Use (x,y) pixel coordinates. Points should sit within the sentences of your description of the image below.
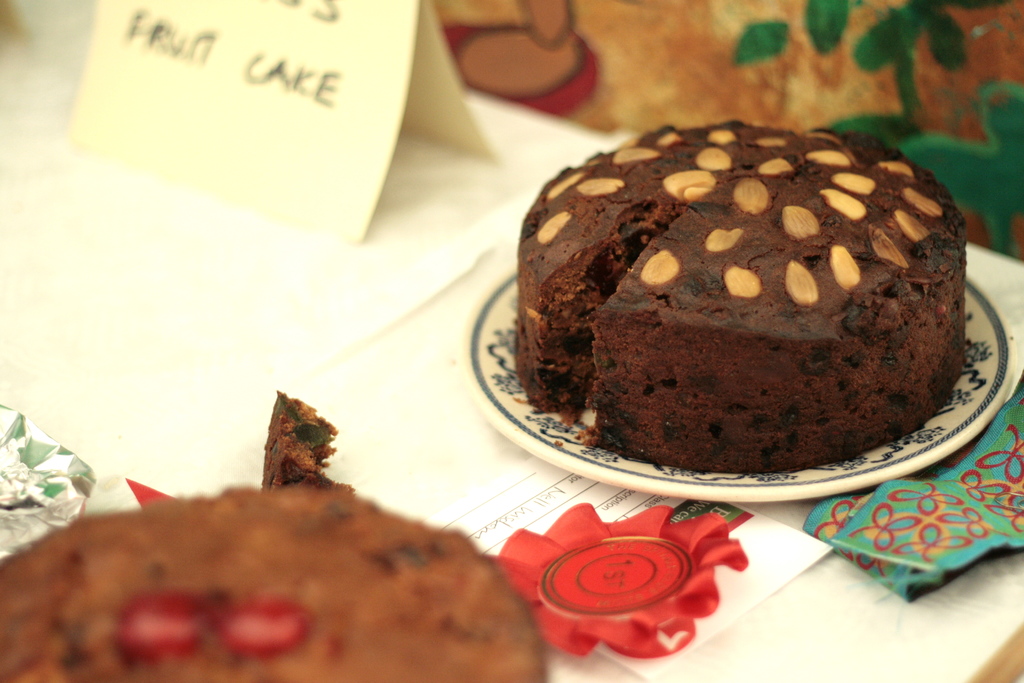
This picture describe about the chocolate plum cake (691,265) is placed on the white color plate (961,393). Beside we can see another cake (415,662) and Behind we can see white paper (336,146) on which "fruit cake" is written.
